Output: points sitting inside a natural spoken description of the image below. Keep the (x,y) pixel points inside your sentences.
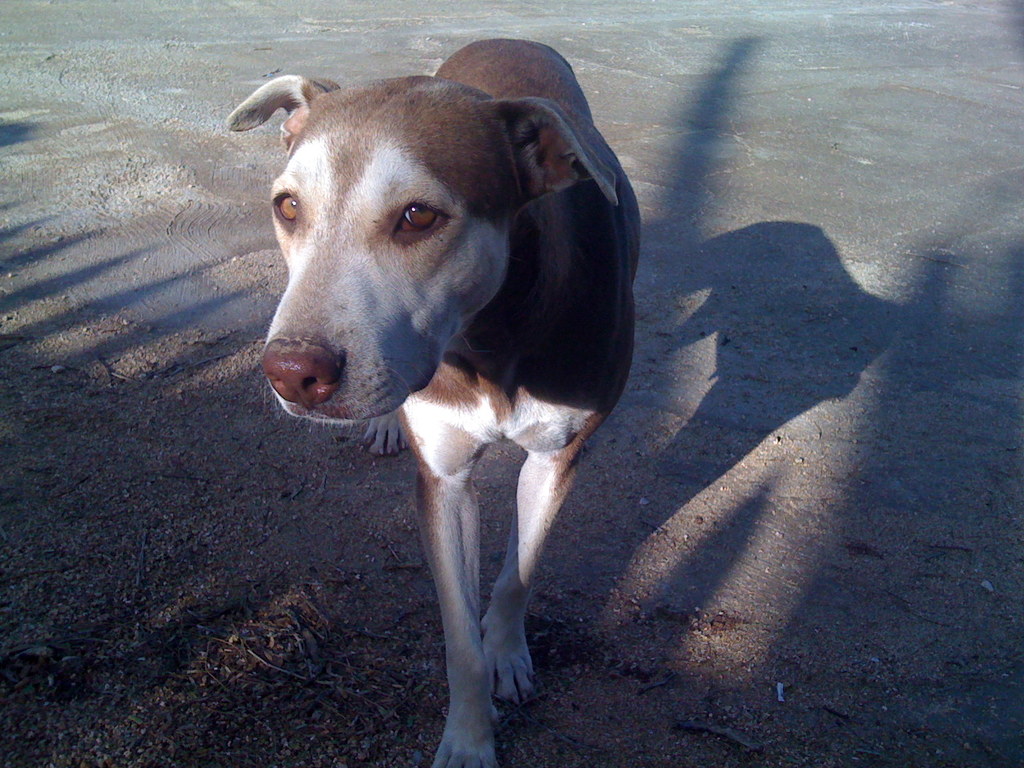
In this image I can see a brown and white colour dog (420,382) is standing. I can also see shadows (752,332) on ground (660,363).
